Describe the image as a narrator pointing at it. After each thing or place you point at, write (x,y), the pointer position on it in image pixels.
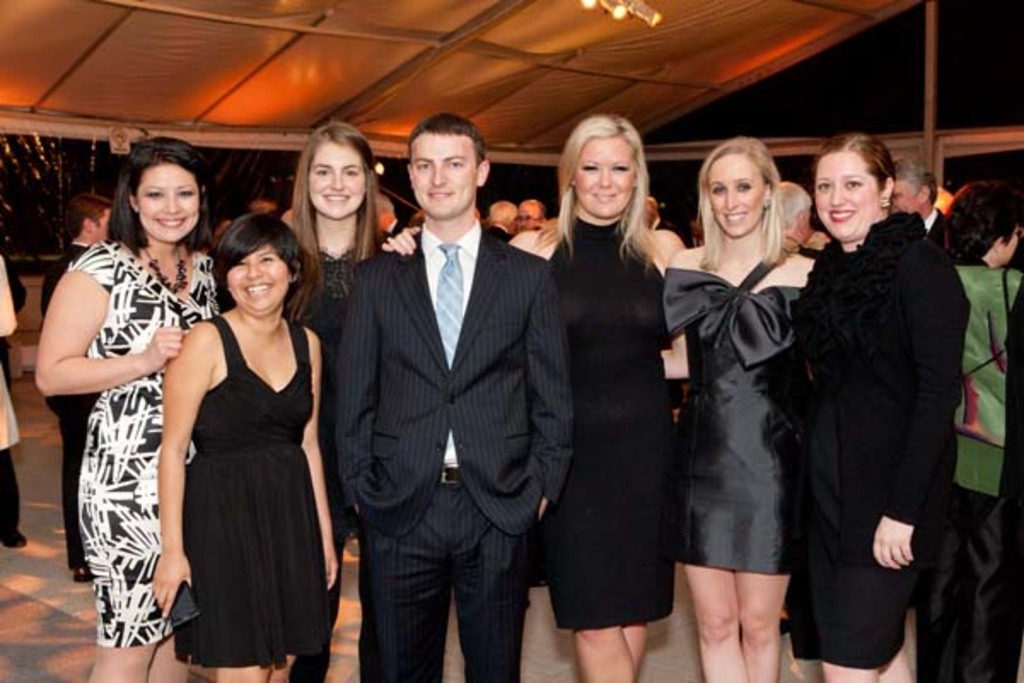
In this image we can see many people (577,229). One lady (304,362) is holding a mobile (175,606). And there is a tent (253,91). At the top (616,16) there is light (622,12).
